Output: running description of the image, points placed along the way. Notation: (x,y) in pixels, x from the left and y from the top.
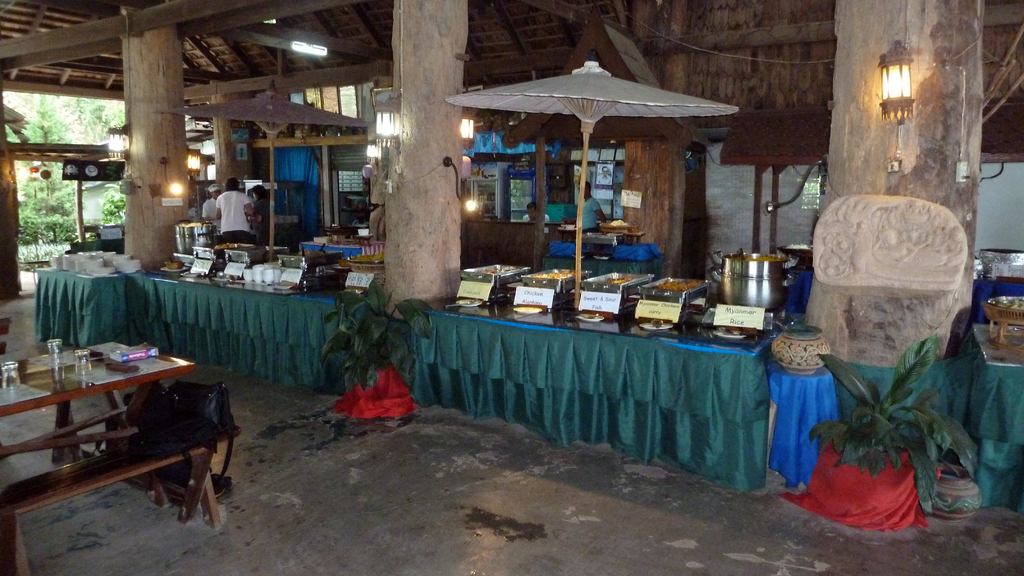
There is a table (123,377). On the table (42,377) there are some glasses (10,381) and a book (126,360). And a bench (51,472) is near the table (53,391). Bag (179,411) are kept on the benches (117,469). there is a curtain (226,324). And two plants (405,370) are kept on the pots (833,464). There are three pillars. And on the pillars (166,158) lights (177,190) are there. There are two umbrellas (581,114). Some food items (608,282) are kept on the bowls (503,280). Some people (237,199) are standing near the shops (547,187). In the background (47,205) there are some trees (62,202).
